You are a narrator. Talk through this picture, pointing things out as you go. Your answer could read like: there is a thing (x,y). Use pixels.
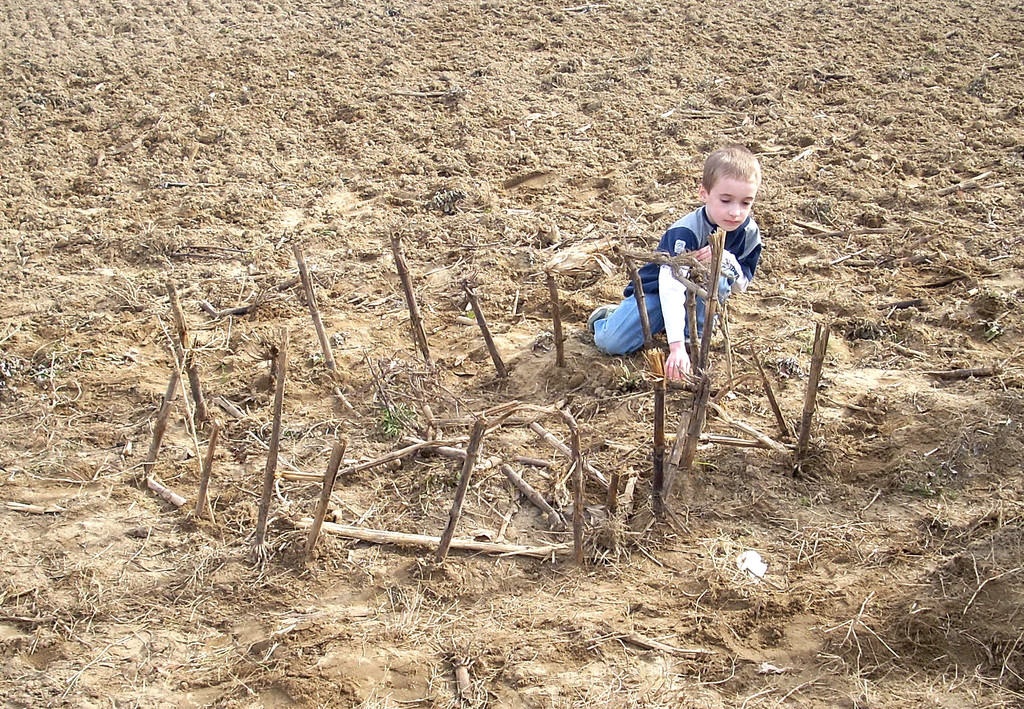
In this picture there is a boy (655,297) who is sitting on the ground (297,271), beside him I can see some woods (460,486).
